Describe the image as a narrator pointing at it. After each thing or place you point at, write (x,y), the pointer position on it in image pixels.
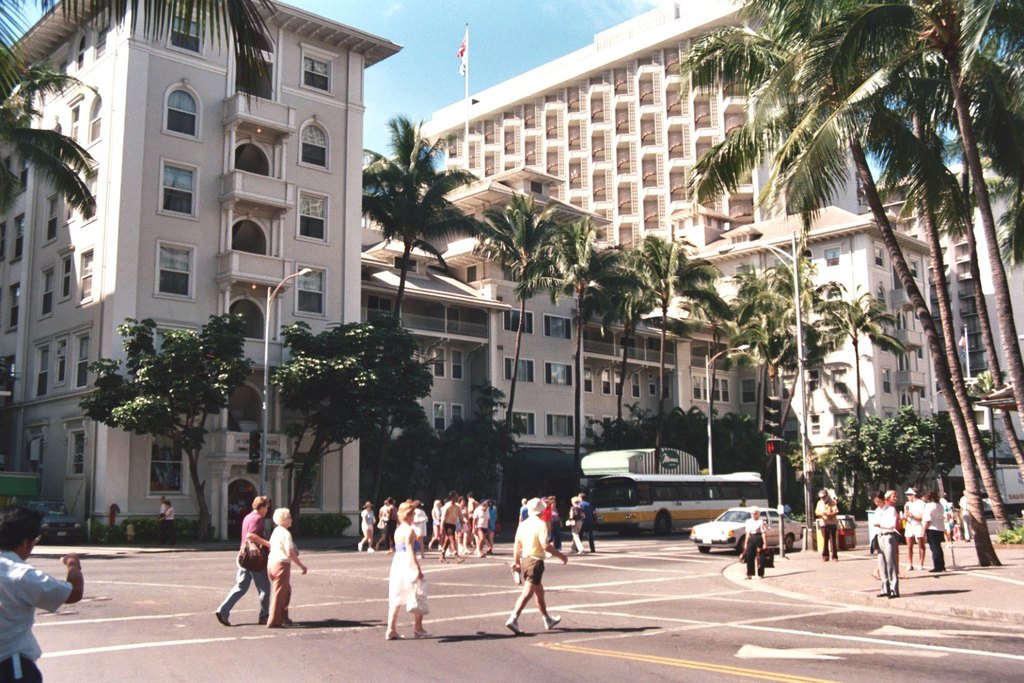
In this image, we can see people (420,576) and vehicles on the road (605,589) and in the background (334,310), there are trees (682,292), buildings (871,349), poles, street lights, traffic lights (765,432), boards (672,459) and there is a flag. At the top (511,29), there is sky (518,30).
